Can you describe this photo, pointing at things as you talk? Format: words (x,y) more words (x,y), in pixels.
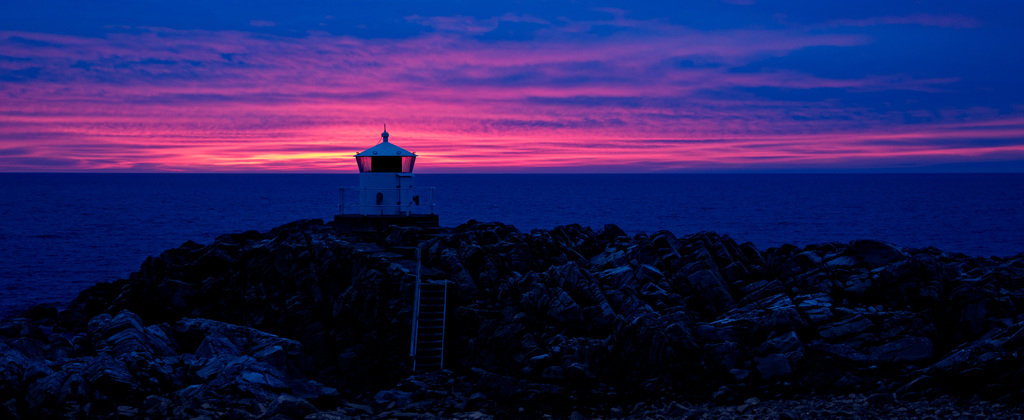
This is a picture of a sunset (589,117) with the sea (420,177) and the lighthouse (374,182) on the rocks (382,247).
